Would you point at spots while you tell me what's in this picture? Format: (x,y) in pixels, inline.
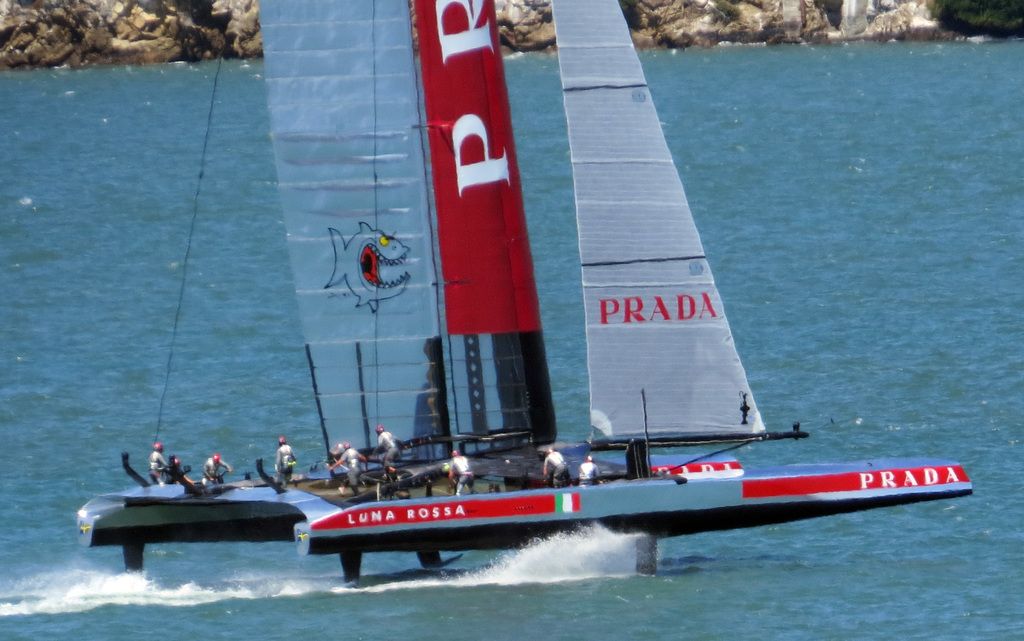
In the front of the image (593,490) there is a boat (486,534), people (279,470) and water (276,371). At the top of the image (203,32) there is a rock surface (504,27).
